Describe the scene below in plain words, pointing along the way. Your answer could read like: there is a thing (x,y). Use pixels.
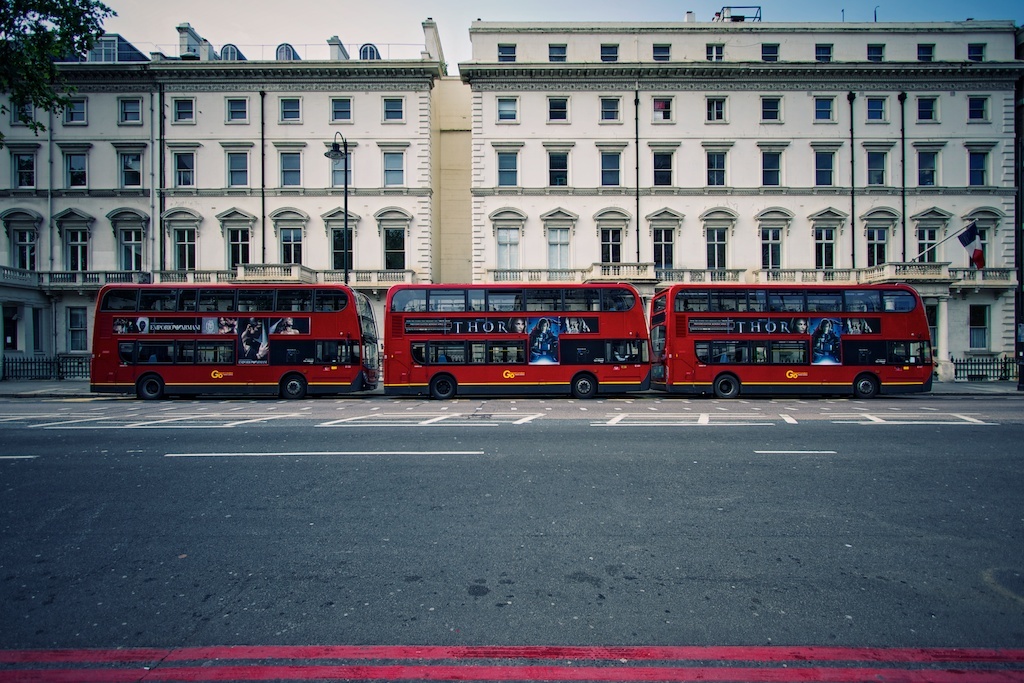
In the picture we can see a road (993,659) and the path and three buses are parked one behind the other and the buses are red in color and beside the buses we can see two buildings (99,126) with windows (231,236) and beside it we can see a part of the tree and behind the building (499,86) we can see the part of the sky (299,29).
